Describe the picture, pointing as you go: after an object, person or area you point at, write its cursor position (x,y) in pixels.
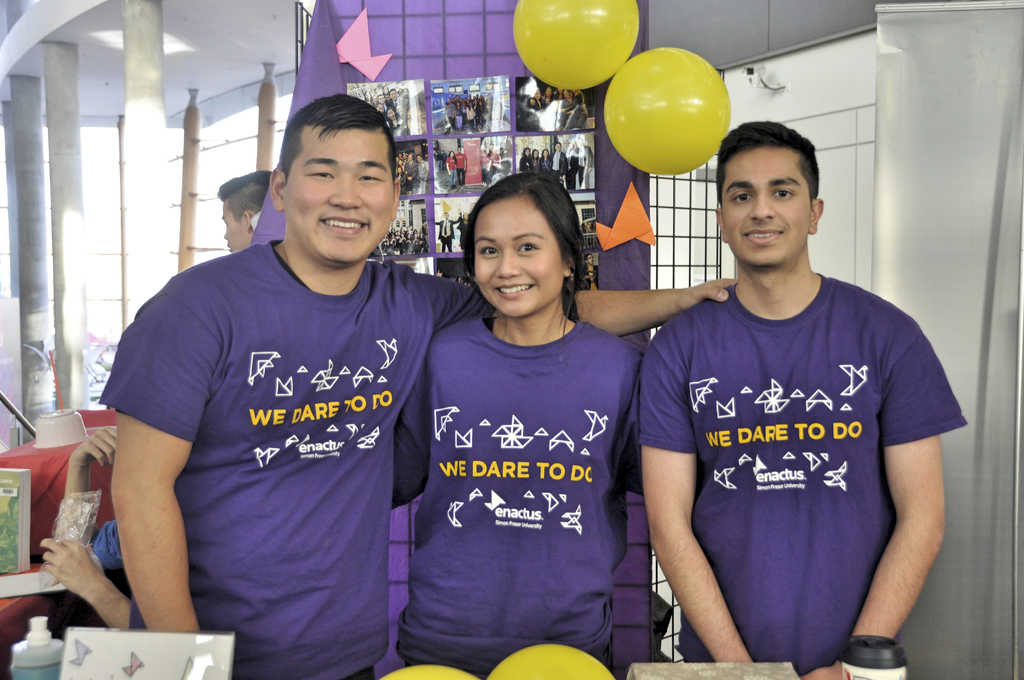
In this image in the center (457,385) there are group of persons (505,436) standing and smiling. In the background (579,74) there are balloons (590,85) which are yellow in colour and there is a curtain (485,45) and on the curtain (485,45) there is a banner (465,152) with photos (414,162) in it. In the background (98,561) there is a person (97,548) sitting and there are pillars (184,197) and there is a table (53,470) and on the table (50,468) there is an object (55,429) which is white in colour and there are windows (212,132).
